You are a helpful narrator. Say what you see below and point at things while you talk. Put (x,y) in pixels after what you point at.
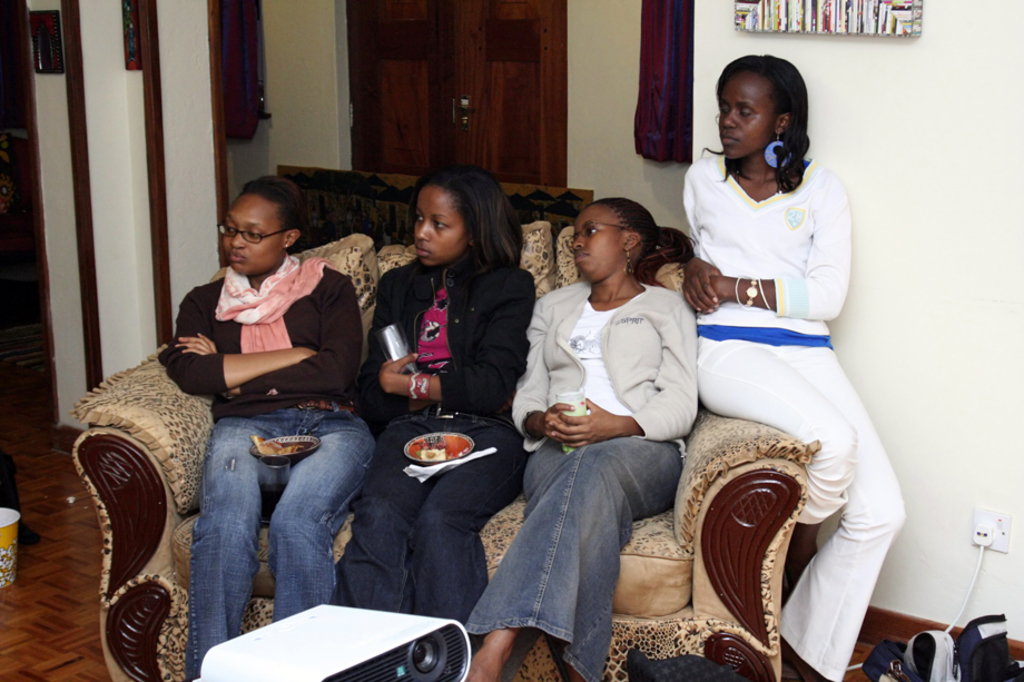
In this image we can see a few persons (677,477) sitting on the sofa (649,563), among them some are holding the objects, in the background (809,128), we can the wall (603,19) with some objects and a door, on the floor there we can see some other objects (241,658).
